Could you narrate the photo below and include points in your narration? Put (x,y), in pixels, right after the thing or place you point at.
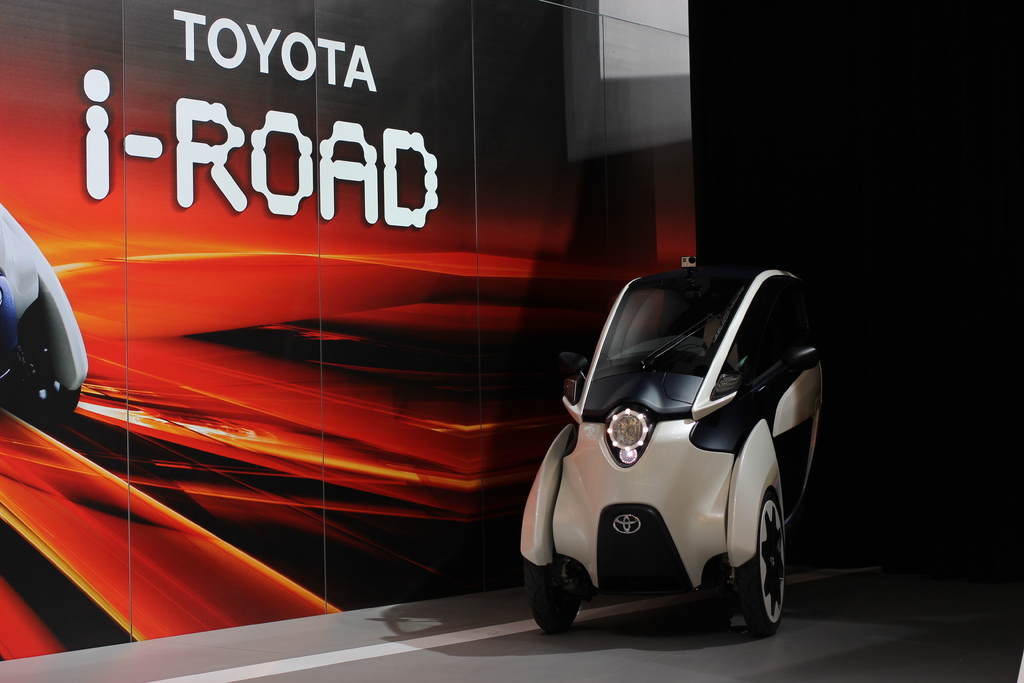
In this picture we can see a machine (635,548) on the path (617,604) and behind the machine (646,520) there is a wall (618,93).
